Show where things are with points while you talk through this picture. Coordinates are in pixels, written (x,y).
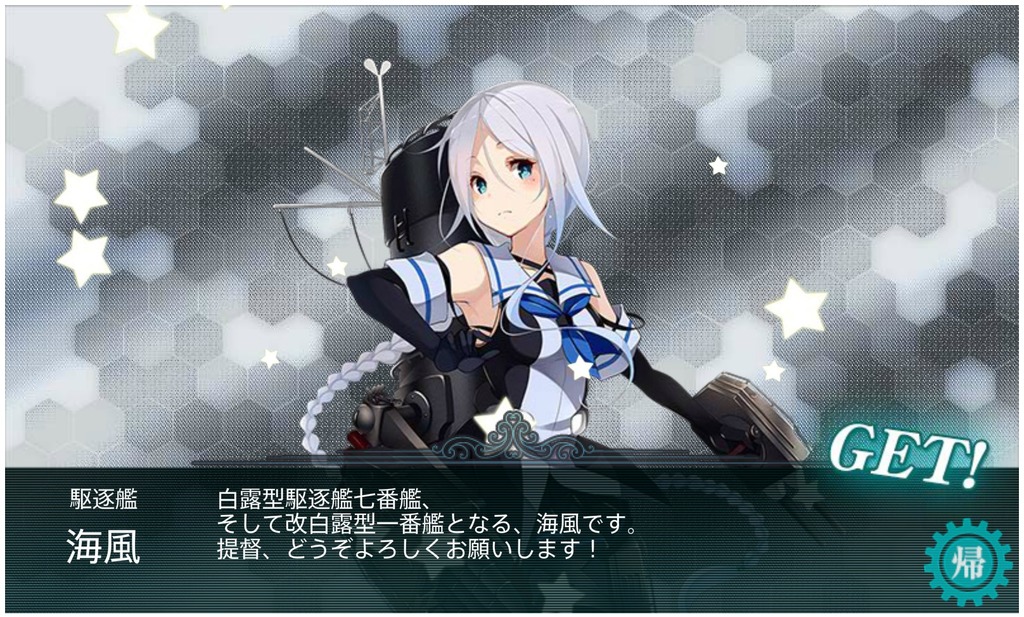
This is an animated image. In the center of the image (617,370) there is a girl (566,430) wearing a bag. To the bottom of the image (890,478) there is text (976,450) printed.
